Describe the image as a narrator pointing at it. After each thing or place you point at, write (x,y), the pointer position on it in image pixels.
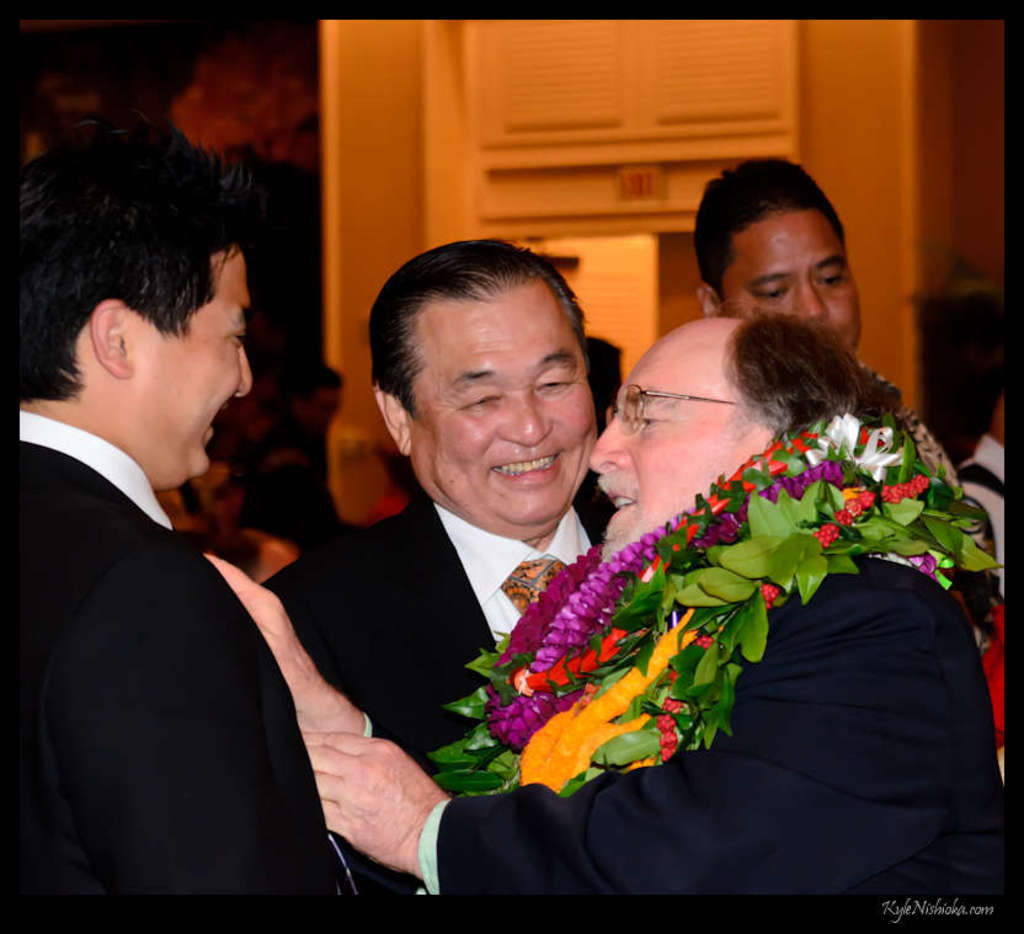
In this image I can see few persons (763,738) wearing white shirt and black blazers (427,685) are standing and I can see few garlands (647,633) which are orange, green and white in color in a persons neck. In the background (784,244) I can see few other persons (773,234) and the orange colored surface (468,62).
